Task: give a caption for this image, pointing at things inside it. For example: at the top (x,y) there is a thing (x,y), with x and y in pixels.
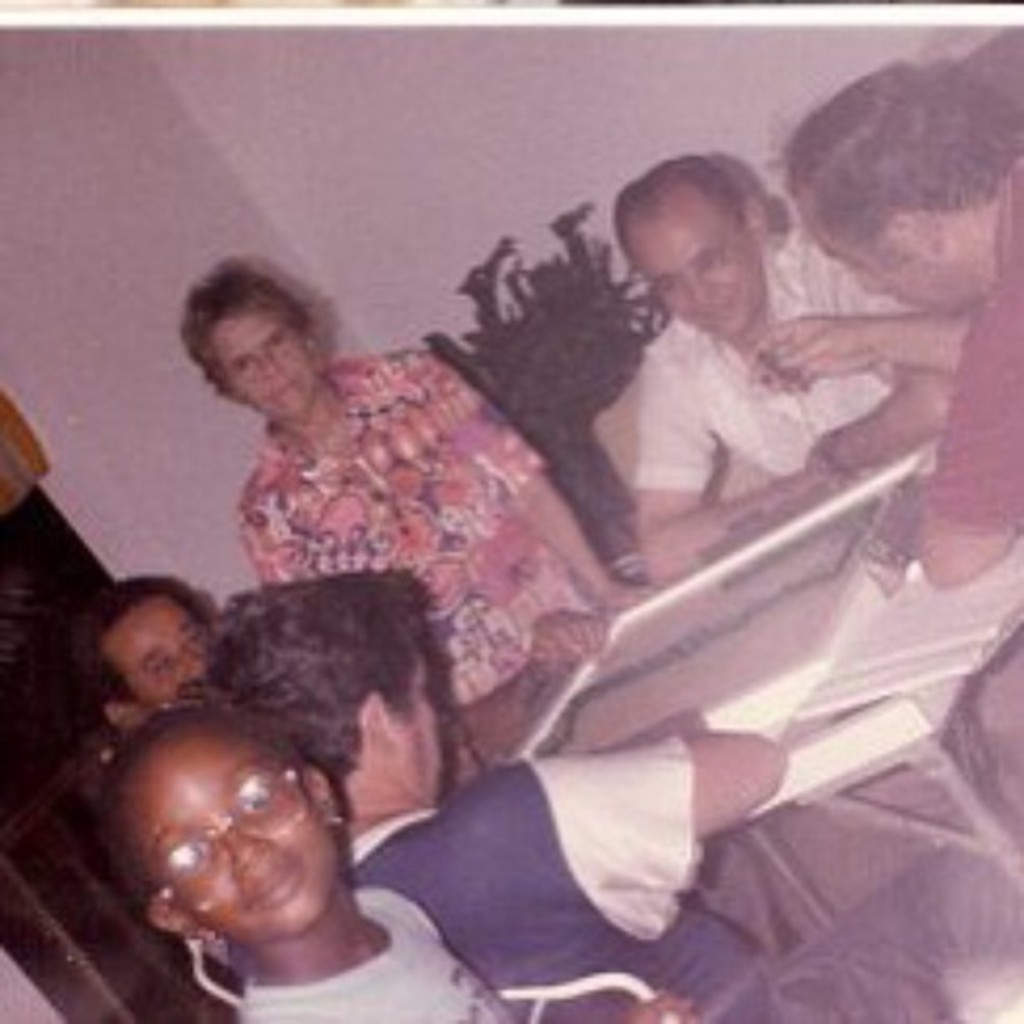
The image is taken in the room (587,207). At the bottom of the image (628,912) there is a table (848,601) and we can see people (419,615) sitting around the table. There is a lady (492,429) standing. In the background (365,101) there is a wall (84,246).
